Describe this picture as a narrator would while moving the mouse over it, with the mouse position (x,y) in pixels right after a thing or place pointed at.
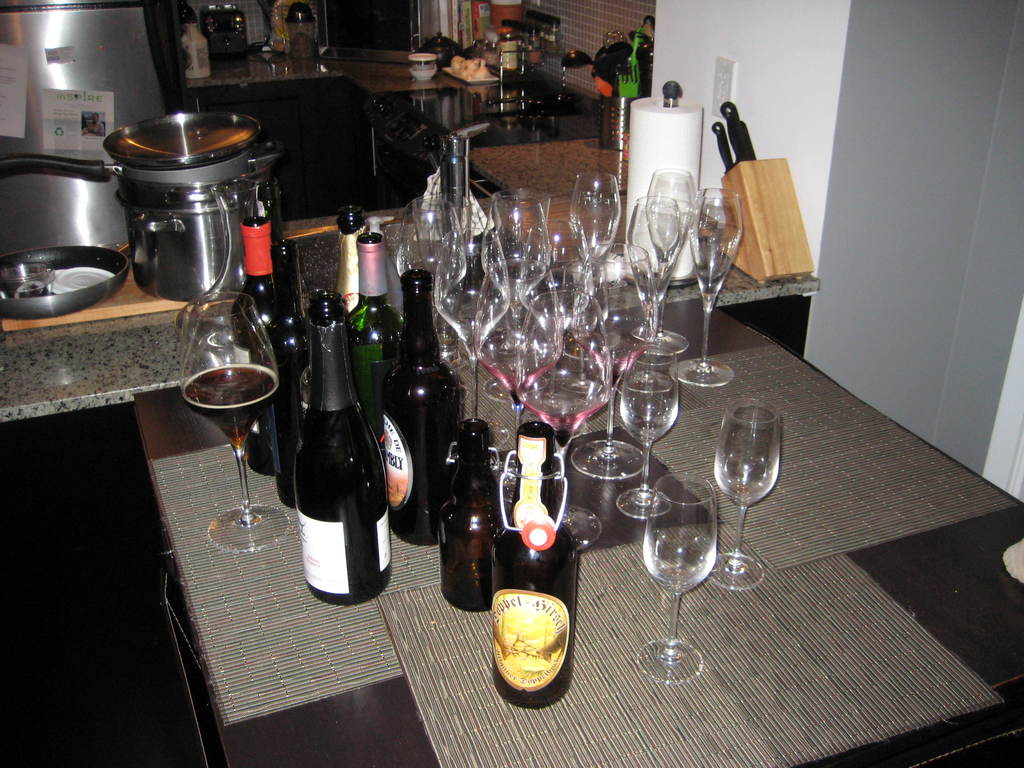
In this image, bulk of bottles (457,408) and glasses (529,408) kept on the table (378,765). On the top (202,28), kitchen items (617,122) are there on which utensils (175,240), cup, bowls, boxes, tray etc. kept. The background wall (874,125) is grey in color. This image is taken in a dining room (445,318).
